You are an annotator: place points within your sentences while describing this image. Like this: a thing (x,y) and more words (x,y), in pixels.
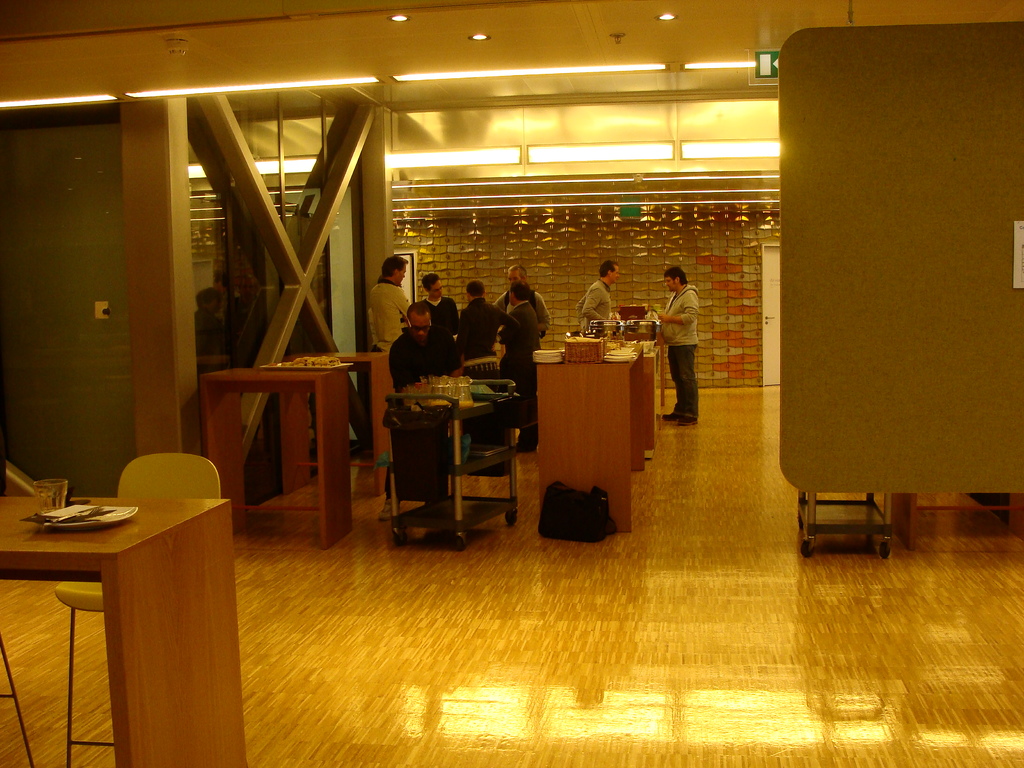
The image is inside the room (359,345). In the image there are group of people (483,285), there is man (456,343) who is sitting in front of a table (449,406) on table (467,393) we can see some glasses (464,389). In background (388,331) there are group of people (472,319) who are standing and we can also see a door (774,265) which is closed. On left side (160,480) we can see a chair (156,497) and table (153,525) on table (136,528) we can see a plate (118,517), glass (57,502), pillar (134,325), switch board (100,309).
